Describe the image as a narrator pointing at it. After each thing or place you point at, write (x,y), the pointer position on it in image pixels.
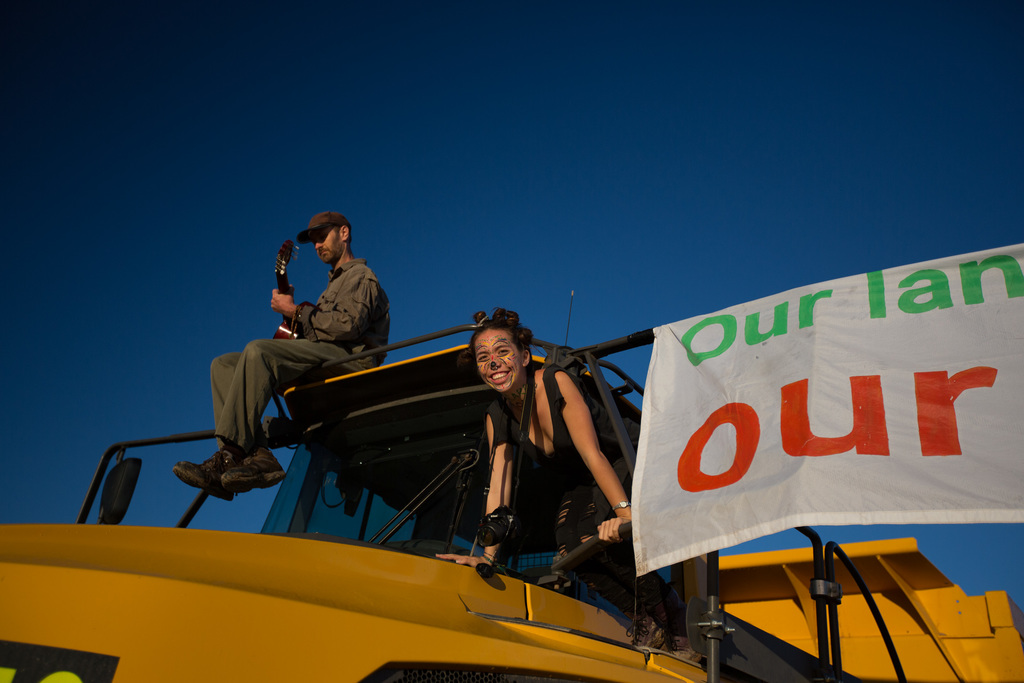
There is a yellow vehicle (248,592). On that there is a banner (821,437) on the right side (797,427). And a lady (571,404) is standing on the vehicle (472,461). Also a person (339,328) wearing cap (328,225) is playing a guitar (285,319) and sitting on the vehicle (334,397). In the background (545,107) it is sky (602,102).
